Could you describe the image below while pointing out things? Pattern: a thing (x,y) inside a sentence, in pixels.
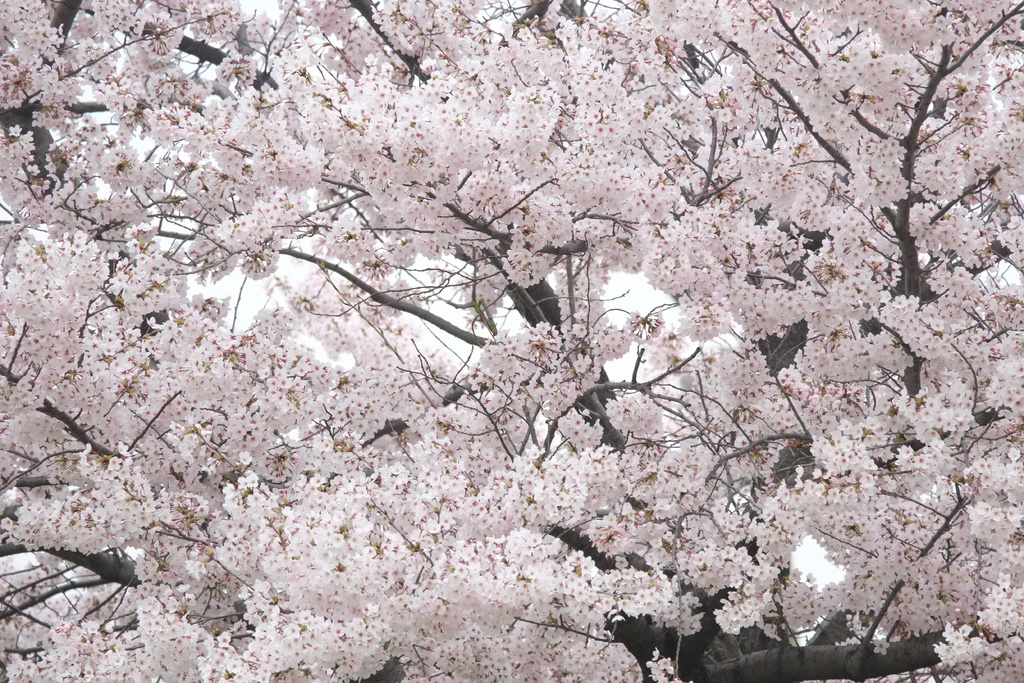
In this picture we can see flowers (468,584), trees (449,388) and in the background (653,297) we can see white color.
